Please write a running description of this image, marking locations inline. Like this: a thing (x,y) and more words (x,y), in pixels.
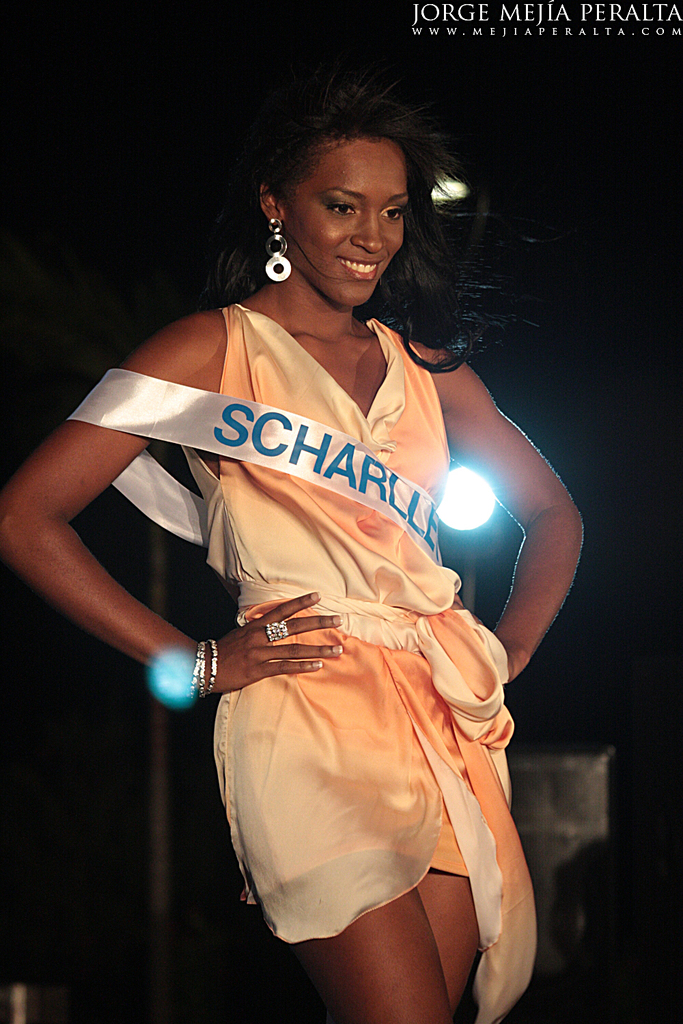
In this image I can see a woman (362,708) wearing cream colored dress (268,524) is standing and I can see a white colored band (289,418) on her. In the background (500,507) I can see a light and the dark background (550,143).
